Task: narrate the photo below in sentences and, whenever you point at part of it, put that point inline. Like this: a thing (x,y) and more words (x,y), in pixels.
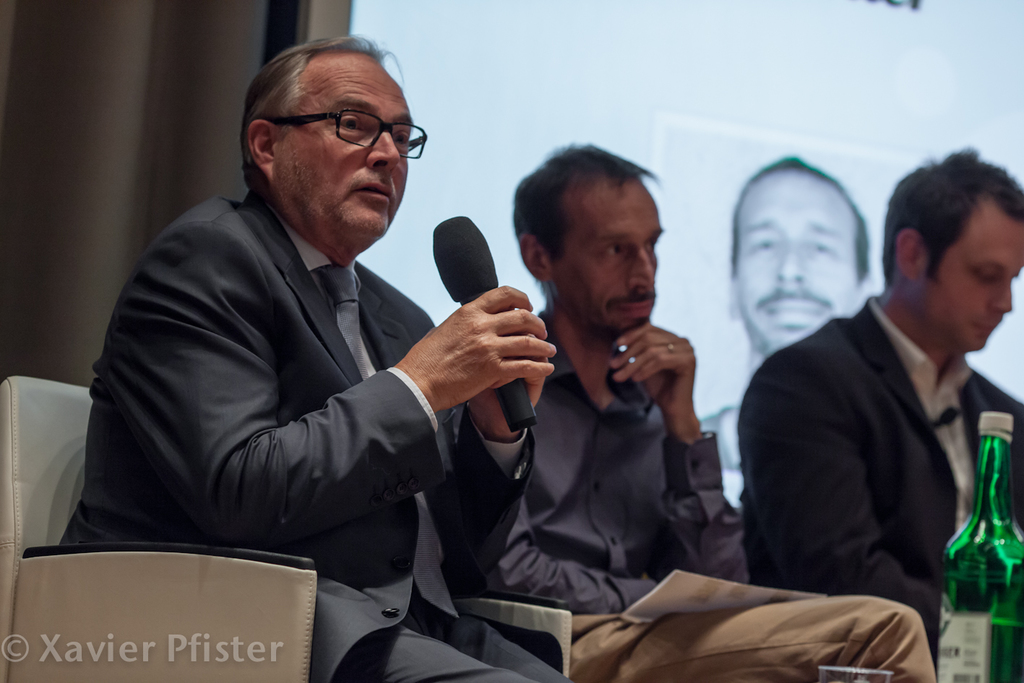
In this image there are three persons (611,484) who are sitting on the chairs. At the foreground of the image (372,365) there is a person (278,477) sitting on the chair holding microphone (479,284) and at the right side of the image (966,560) there is a bottle (986,590).
